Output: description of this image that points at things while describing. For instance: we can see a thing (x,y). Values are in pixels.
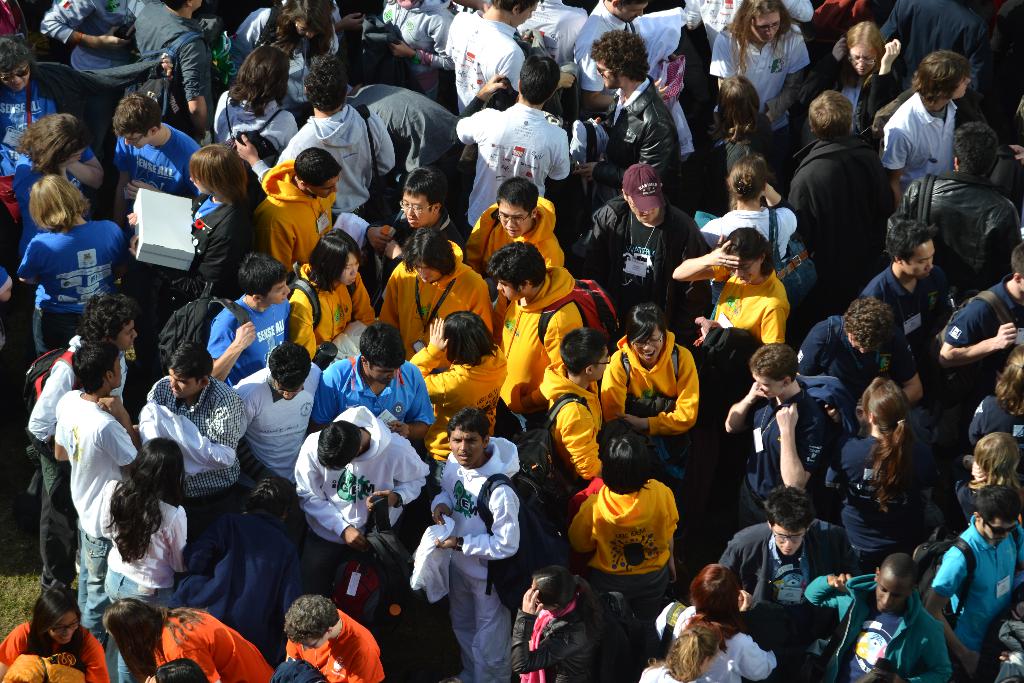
In the foreground of this image (513,280), there are people (594,345) standing, few (659,350) are wearing bags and a person (212,225) is holding a box (171,229) on the left (190,253).
